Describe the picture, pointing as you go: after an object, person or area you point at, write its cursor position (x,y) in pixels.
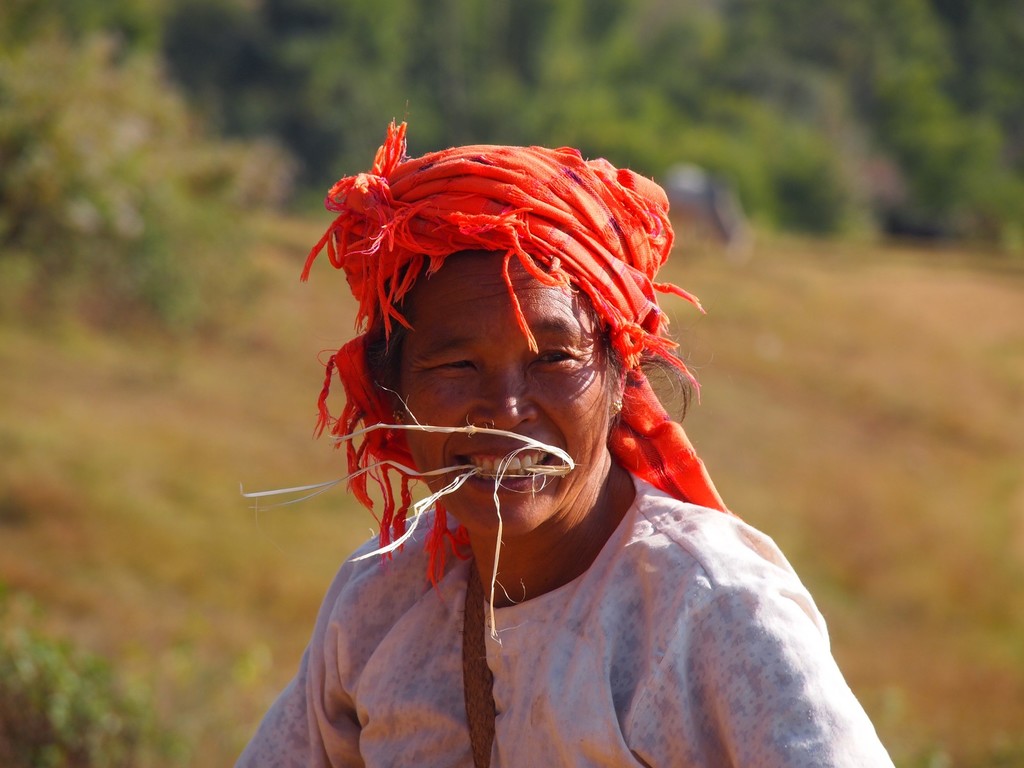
In this picture we can see a person (592,613) and in the background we can see trees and it is blurry.
